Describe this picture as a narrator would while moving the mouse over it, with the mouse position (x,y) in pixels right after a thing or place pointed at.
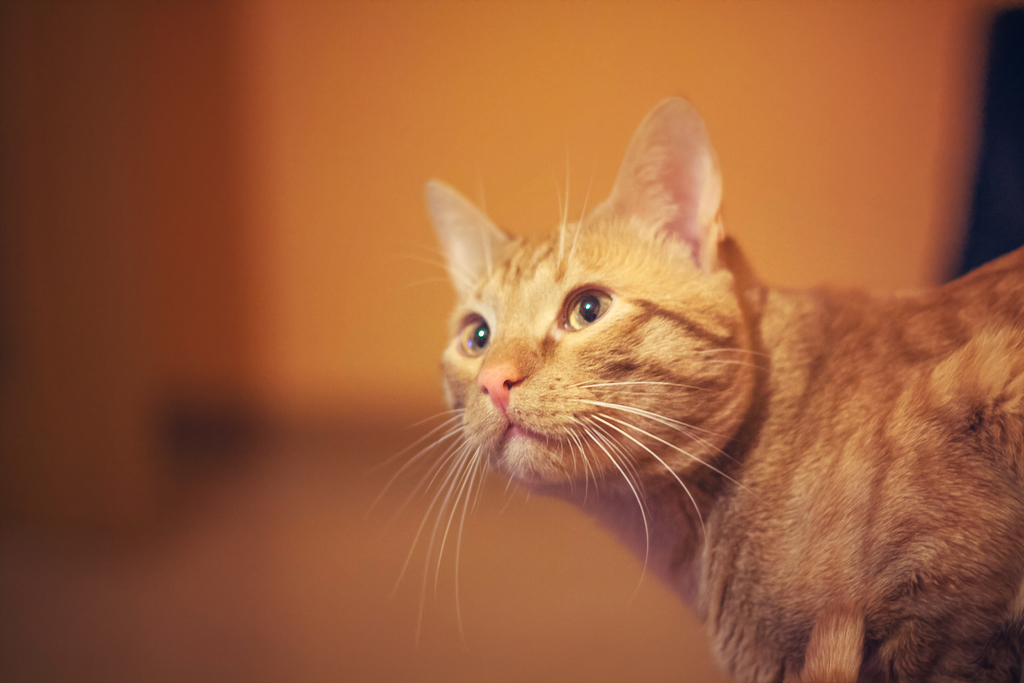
In this image we can see a cat (633,402) and in the background (411,284) it looks like a wall (265,313).
